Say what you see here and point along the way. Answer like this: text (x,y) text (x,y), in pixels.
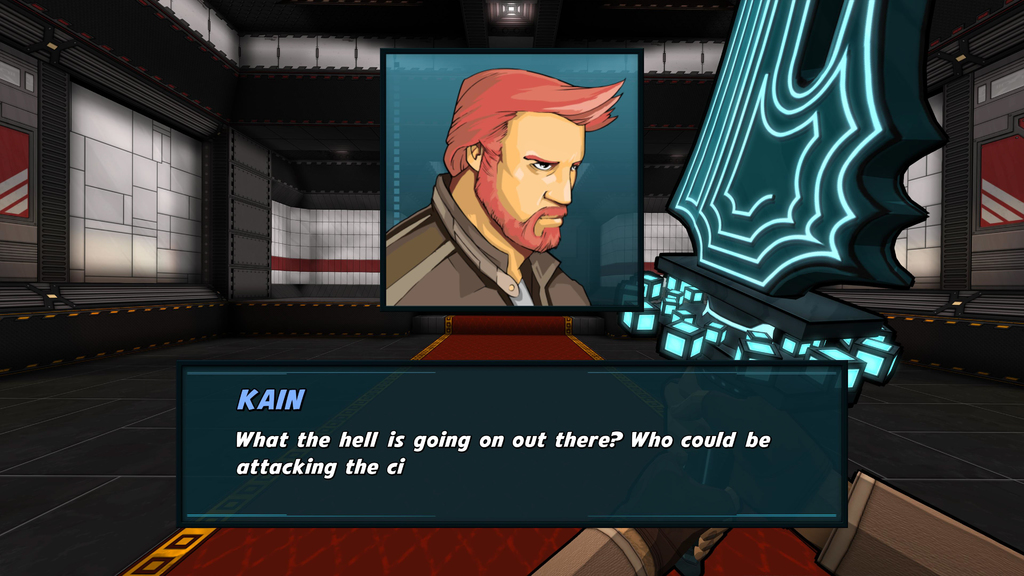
In this animated image I can see a person's hand (675,532), a person's face (510,156), walls (41,204), object (740,186) and carpet (368,548).
